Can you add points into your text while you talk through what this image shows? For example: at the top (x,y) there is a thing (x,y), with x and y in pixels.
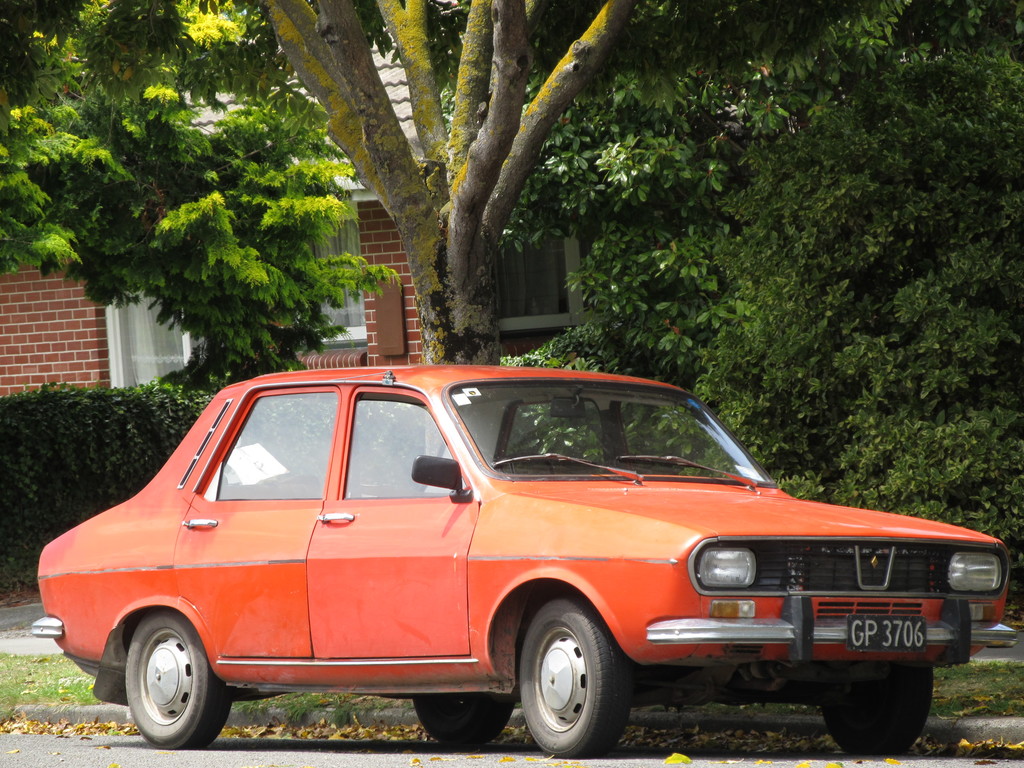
This image is taken outdoors. At the bottom of the image (68,748) there is a road (222,762) and there is a ground (967,692) with grass (54,664) on it. In the middle of the image (342,470) a car (395,653) is parked on the road (268,762). In the background (84,365) there is a house (146,317) and there are a few trees (470,320) and plants (50,444).
